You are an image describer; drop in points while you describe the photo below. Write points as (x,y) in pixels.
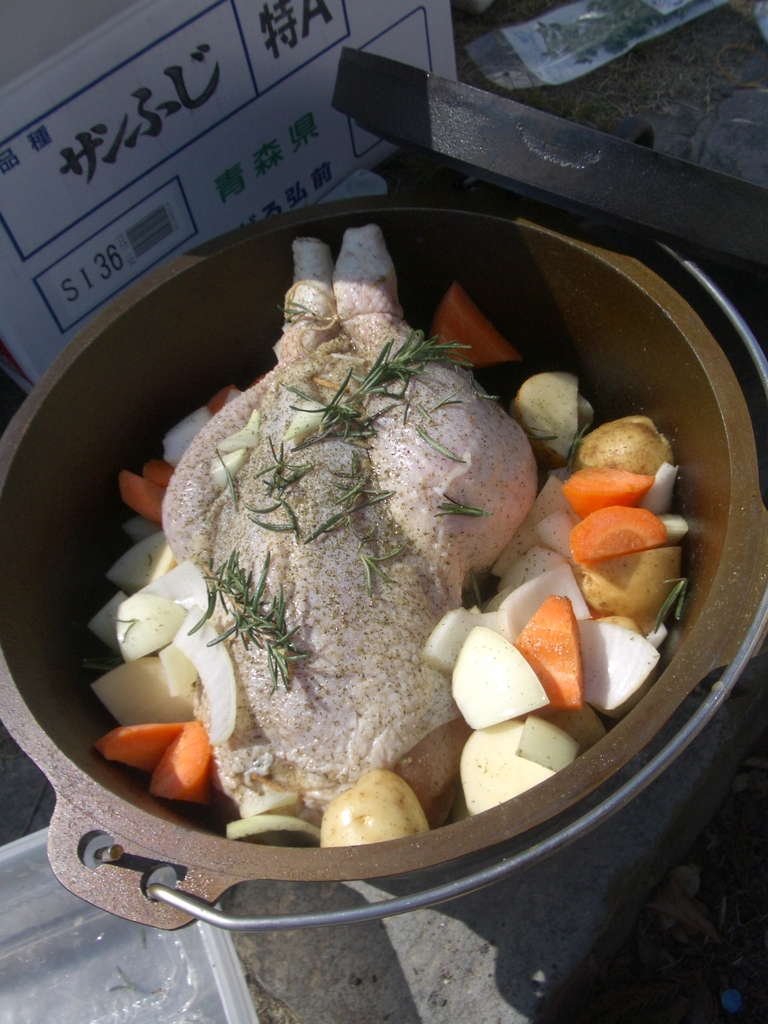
In this image, we can see a vessel (713,489) contains cut vegetables (488,748) and chicken (258,494). There is a board (277,121) at the top of the image (296,13). There is an object (532,138) in the top right of the image (676,176).
